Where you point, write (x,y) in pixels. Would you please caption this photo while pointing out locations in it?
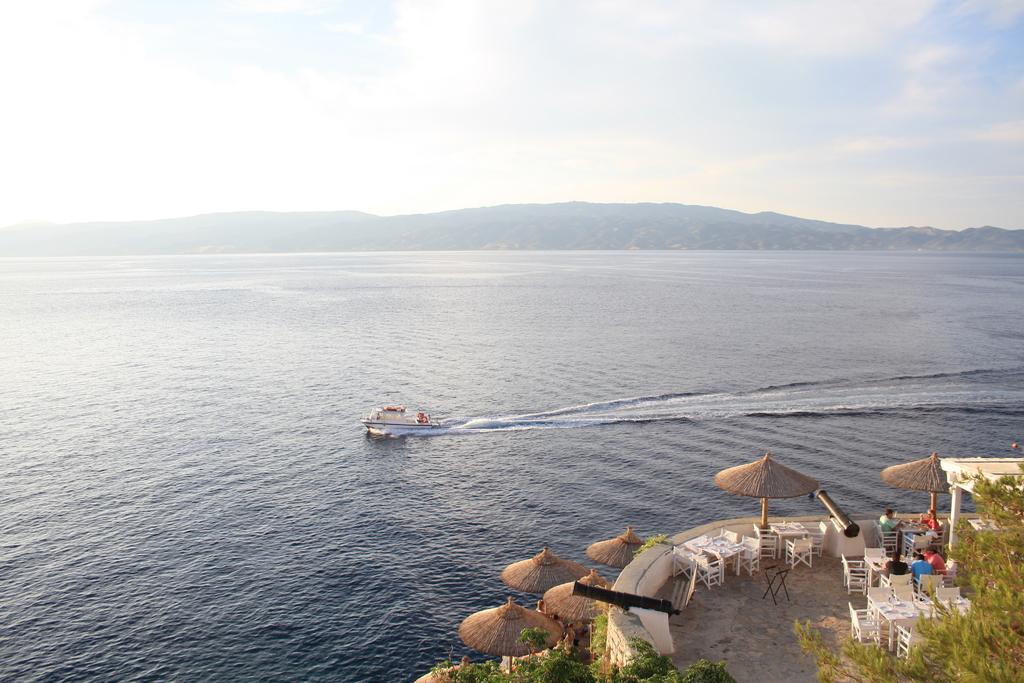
In the foreground (991,599) I can see umbrella huts (497,610), grass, plants (999,615), trees (960,655), chairs (869,587), tables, shed (998,464), boat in the water (756,443) and five persons (891,529). In the background (428,15) I can see mountains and the sky (384,37). This image is taken may be during a day.
